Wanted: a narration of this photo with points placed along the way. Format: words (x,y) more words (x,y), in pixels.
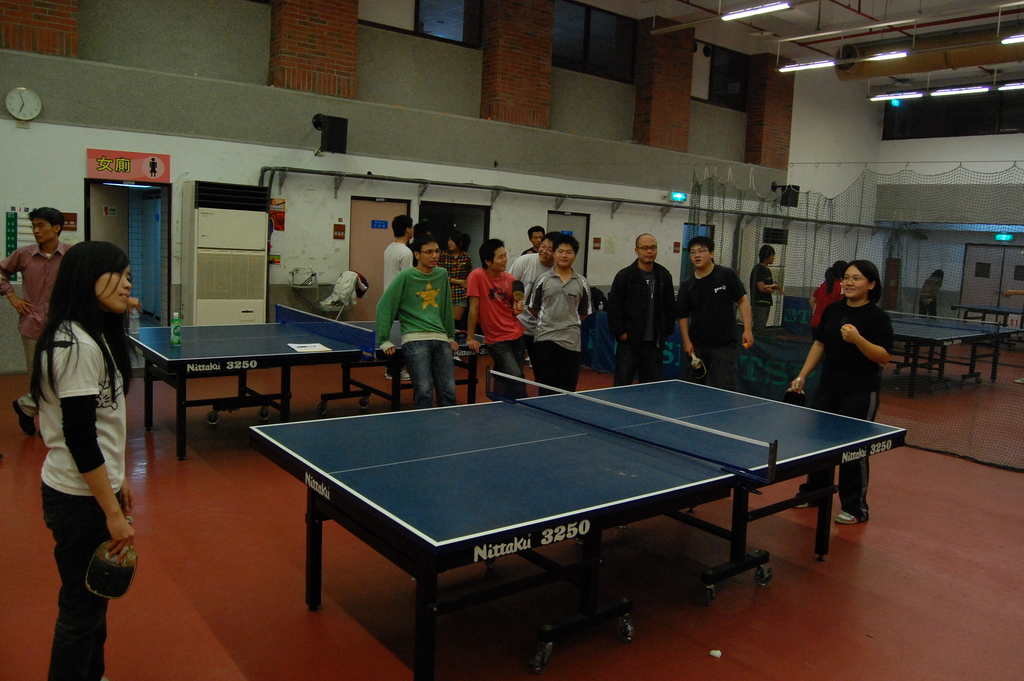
In this image I can see the group of people (633,354) with different color dresses (658,321). To the side of these people (505,329) I can see many table tennis (576,445). In the background (345,257) I can see the clock (30,105) and many boards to the wall (56,163). I can also see the net (832,231). I can see the lights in the top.
